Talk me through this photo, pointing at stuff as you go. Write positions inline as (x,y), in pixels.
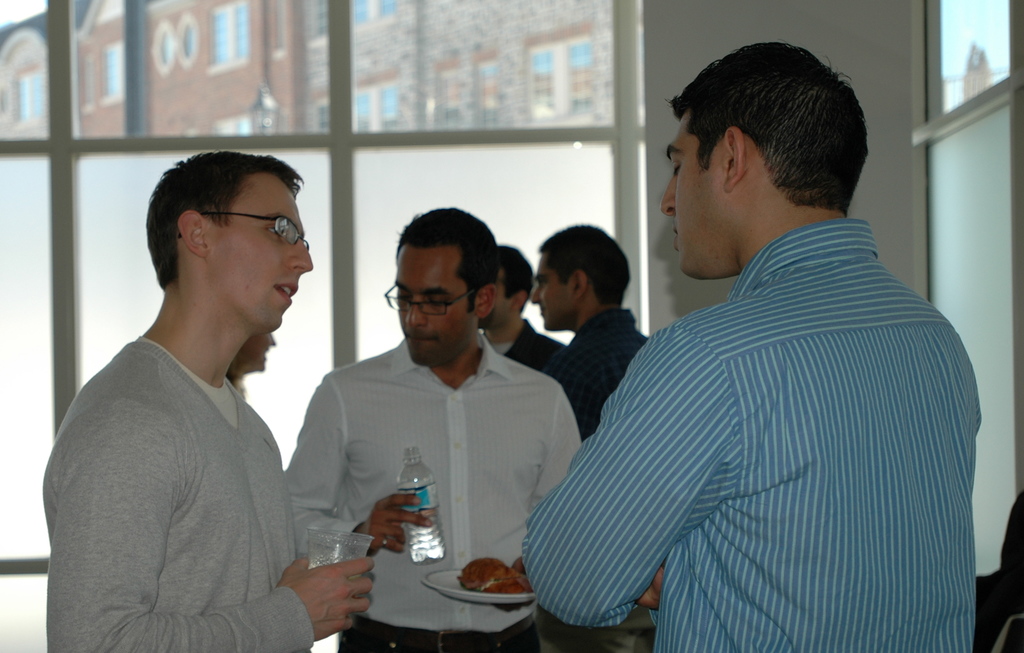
In this picture we can see about the group of person (693,341) standing and discussing something. In the front (677,428) we can see a men (822,467) wearing blue color shirt (814,507) standing and discussing something with the beside person (158,471) wearing grey color full sleeve t-shirt (245,556). Behind we can see a man (440,497) wearing white color t-shirt (364,425) holding a snacks plate (464,587) in the hand (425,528) and water bottle (415,472). In the background (330,148) we can see big glass window (322,93).
